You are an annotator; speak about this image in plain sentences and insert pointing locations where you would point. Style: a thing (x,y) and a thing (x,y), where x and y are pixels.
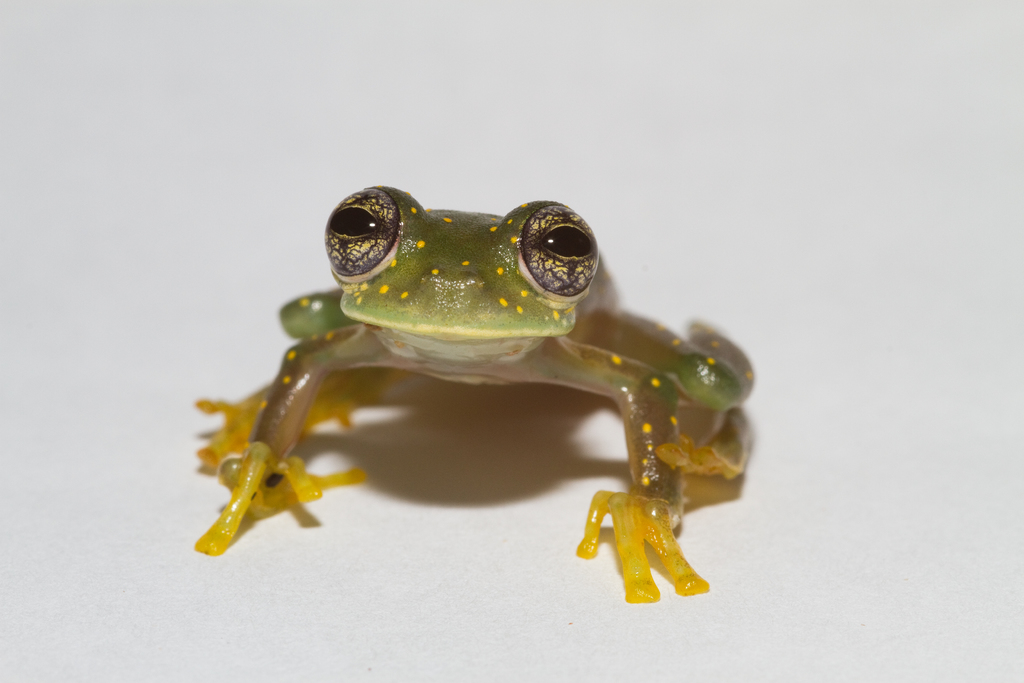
In this picture we can see the frog (338,386). Background (161,113) is white in color.
